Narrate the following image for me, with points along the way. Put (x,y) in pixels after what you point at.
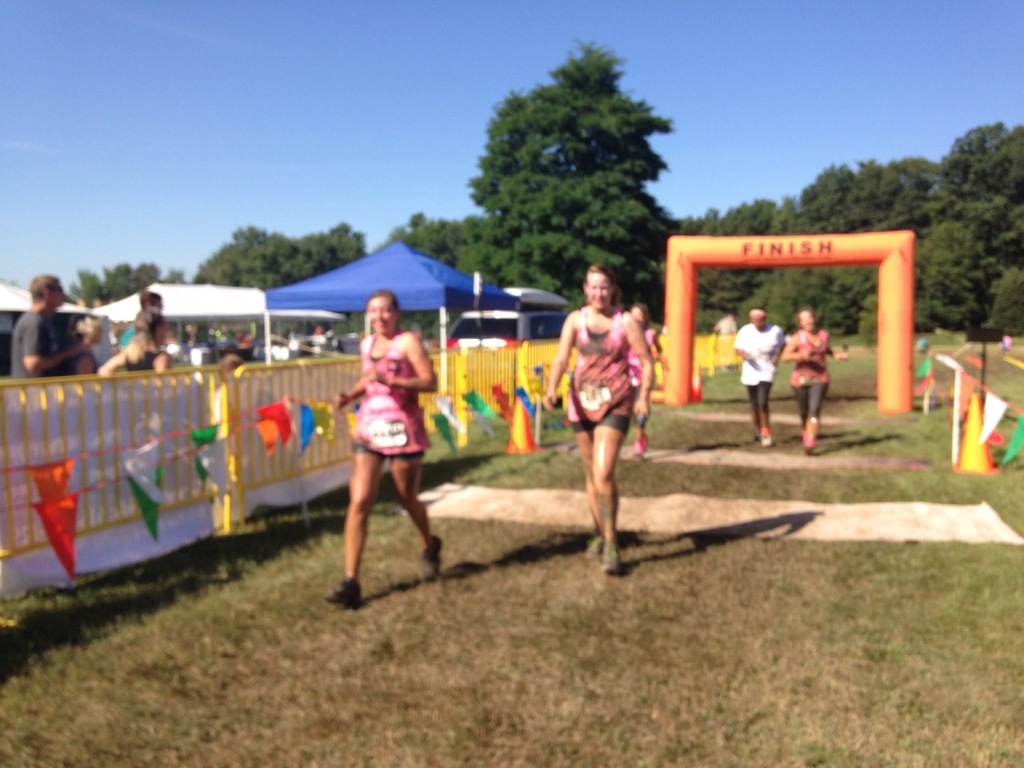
In this picture I can see a group of people (609,400) among them some are running on the ground (514,492). I can also see a fence (210,417) and stalls (422,274). In the background (563,214) I can see trees (563,214) and the sky (254,127). On the right side (994,422) I can see some objects (960,407) on the ground (939,381).
